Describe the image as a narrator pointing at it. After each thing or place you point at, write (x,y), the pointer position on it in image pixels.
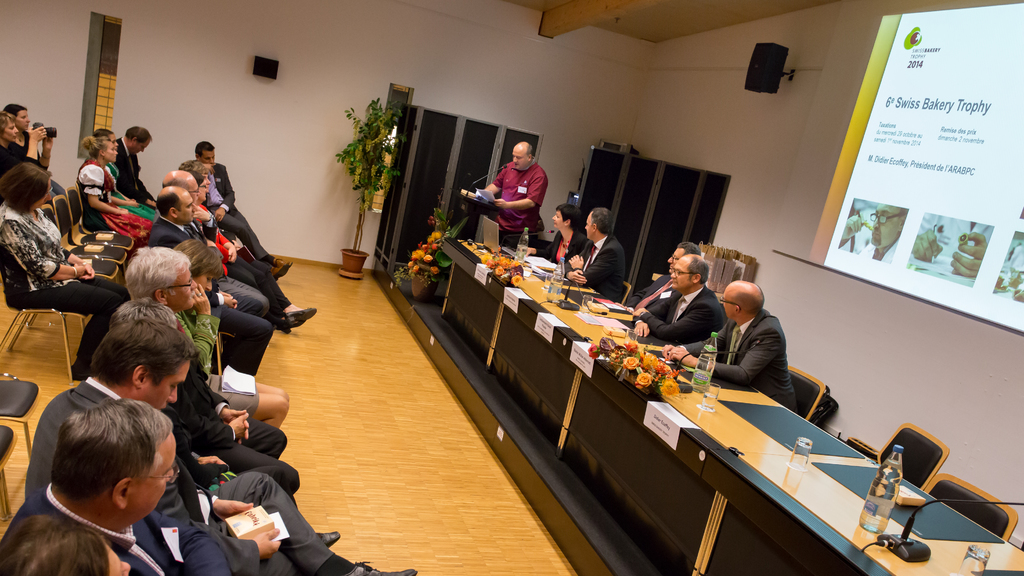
In this image we can see people (161,362) sitting on the chairs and a table (585,336) is placed in front of them. On the table (748,482) we can see mics (903,537), cables (883,541), glass tumblers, disposal bottles (712,360), bouquets (667,368), name boards (542,334) and laptops (485,219). In the background (530,182) we can see a person (498,202) standing at the lectern (479,206) and a mic (471,188) is attached to it, houseplants (429,284), cupboards (490,183), speakers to the walls (844,40) and a display screen (887,137).
